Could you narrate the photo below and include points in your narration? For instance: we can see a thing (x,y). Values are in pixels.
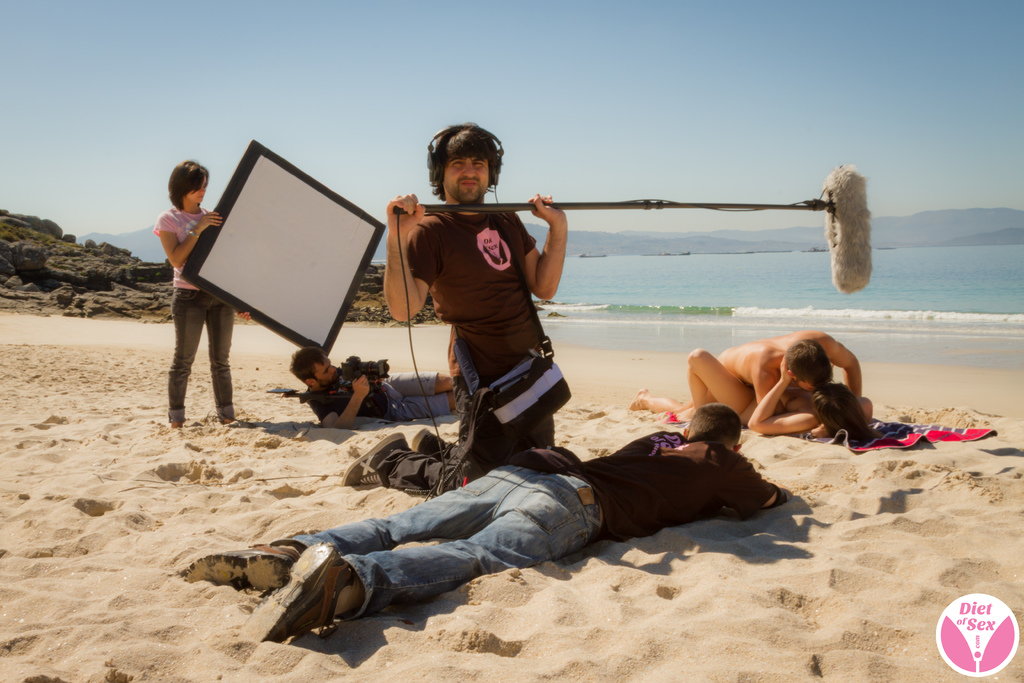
In this image, we can see people (479,312) on the beach (569,426). There is a person (456,360) in the middle of the image (520,274) holding a stick (472,209) with his hands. There is an another person (172,209) holding a board (320,206) with her hands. There is a rock hill (123,258) on the left side of the image (119,280). At the top of the image (601,48), we can see the sky (732,61).
